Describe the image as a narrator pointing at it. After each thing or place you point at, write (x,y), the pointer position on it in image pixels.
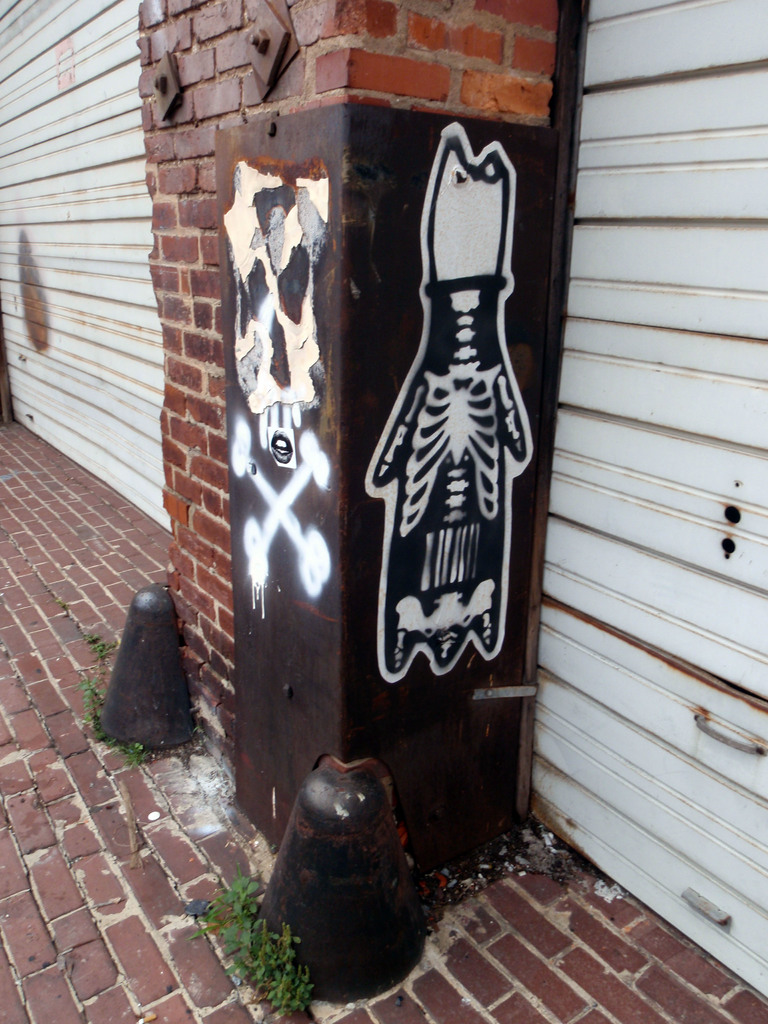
In this image we can see few shutters (742,666). There is a painting (407,465) on the metal object (393,475). There are few plants (268,946) in the image. There is a pillar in the image.
